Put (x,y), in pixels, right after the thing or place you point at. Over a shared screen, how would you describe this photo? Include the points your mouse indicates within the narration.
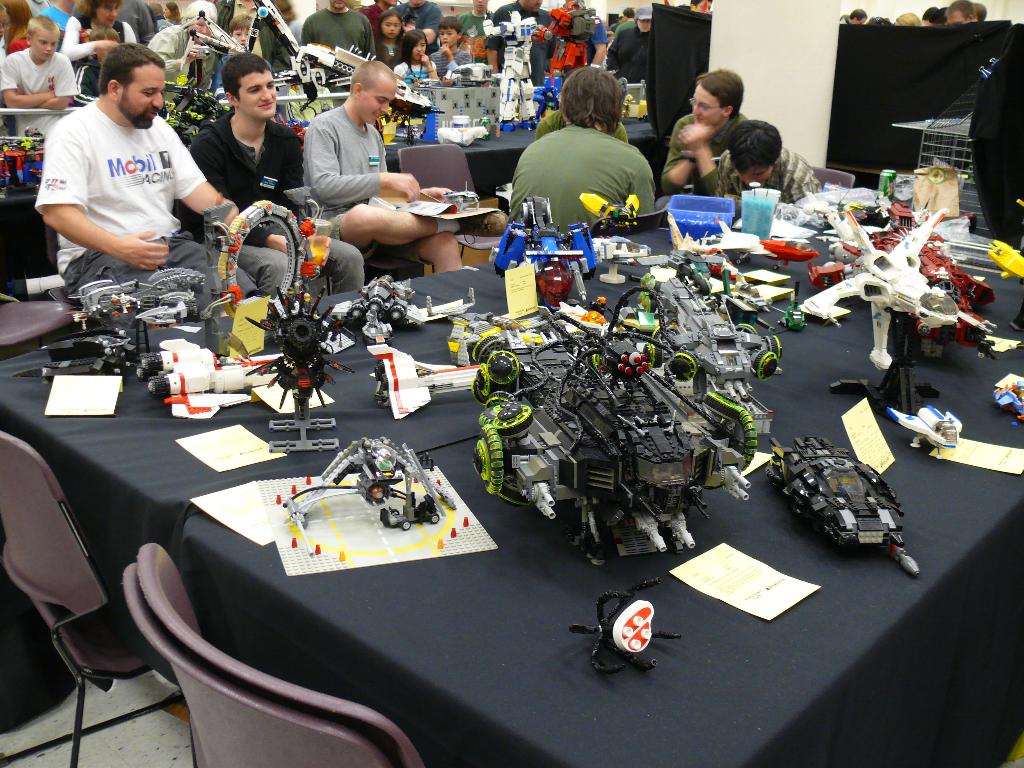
In this image I can see group of people (112,139) sitting. The person (169,195) in front (153,195) wearing white shirt (154,217), gray pant (171,239). In front (387,541) I can see few toys (298,248) in multi color on the table (385,599). I can also see two chairs (176,597), background (771,31) I can see a pillar (778,61) in white color.
